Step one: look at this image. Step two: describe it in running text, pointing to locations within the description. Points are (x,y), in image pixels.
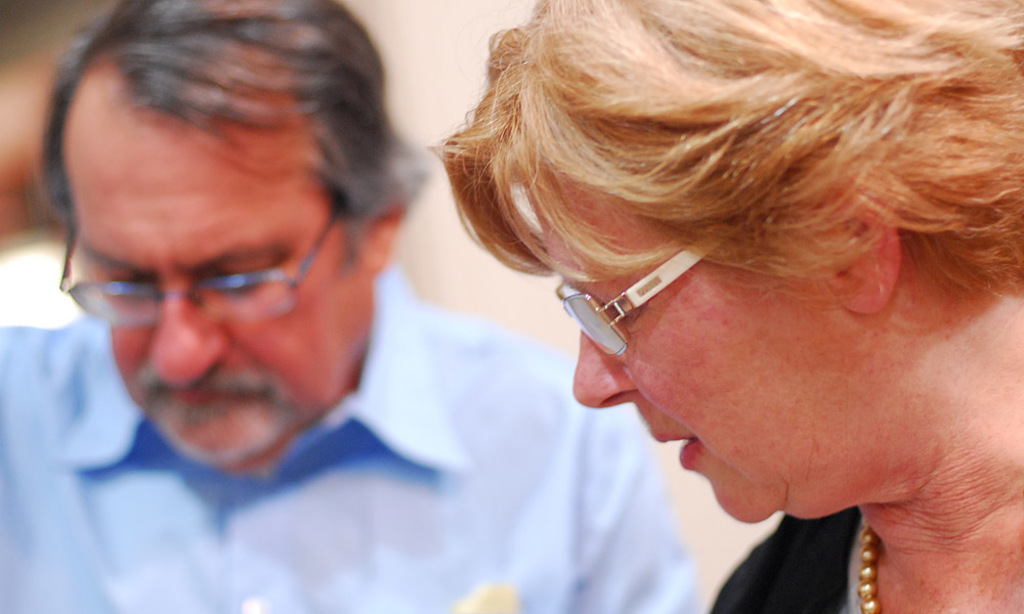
In this image, I can see a man (438,442) and a woman (848,466) with spectacles (107,283). There is a blurred background (467,93).
